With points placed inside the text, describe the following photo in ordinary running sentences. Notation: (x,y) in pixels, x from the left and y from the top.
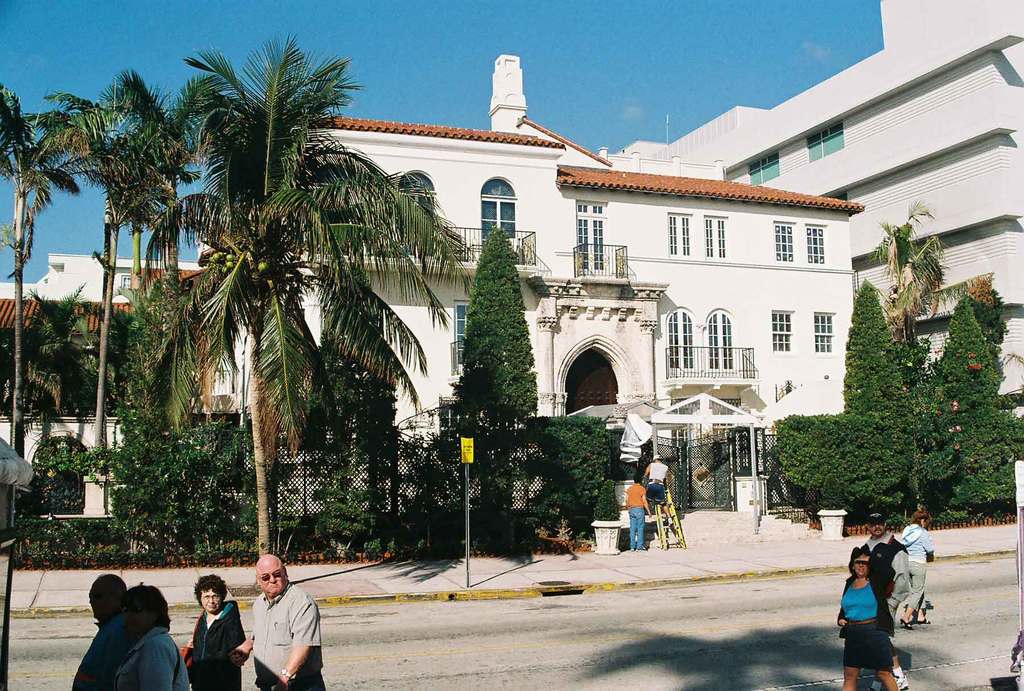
In this picture we can see a few people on the left side (282,594). Some people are walking on the path (674,556) on the right side (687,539). We can see a board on the pole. There is some fencing (306,457) around plants (393,449). We can see few trees (526,429) and buildings (625,337) in the background (192,362). Sky (611,55) is blue in color.
